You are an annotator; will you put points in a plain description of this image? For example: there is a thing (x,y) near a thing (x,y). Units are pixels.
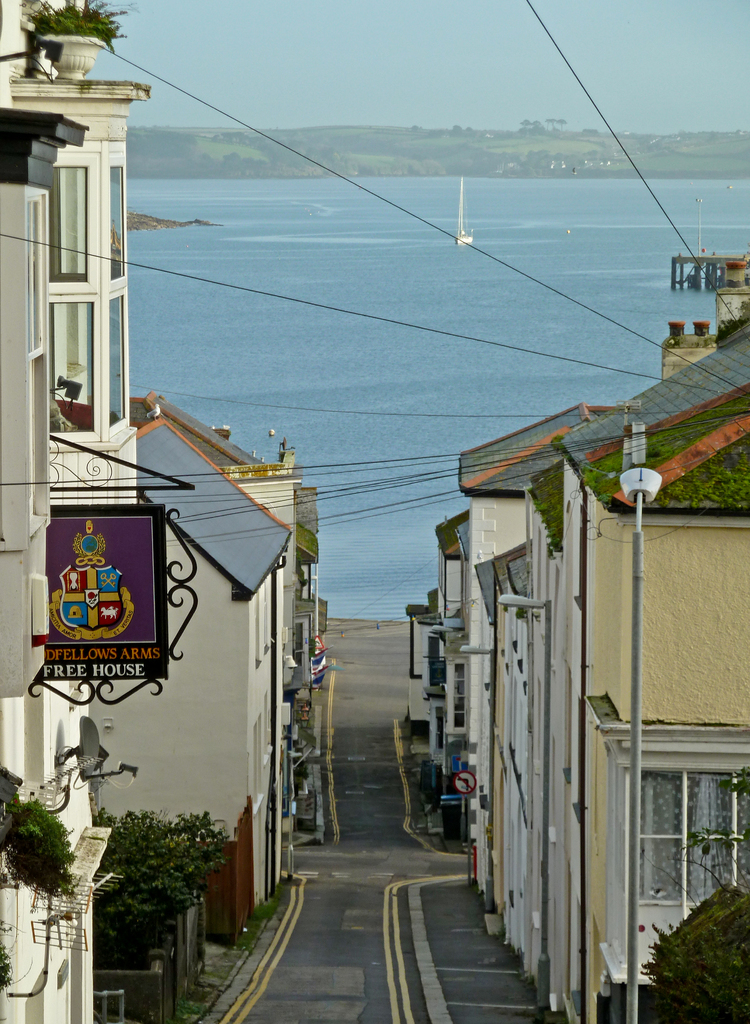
In this picture we can see some text (123,660) and a few things (103,545) on the boards (52,659). There are plants (720,941), poles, wires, buildings (127,265) and other objects (52,779). We can see the water (416,267), a walkway (382,1003) and some greenery (387,148) in the background (342,139). There is the sky (520,92) on top (601,52).
